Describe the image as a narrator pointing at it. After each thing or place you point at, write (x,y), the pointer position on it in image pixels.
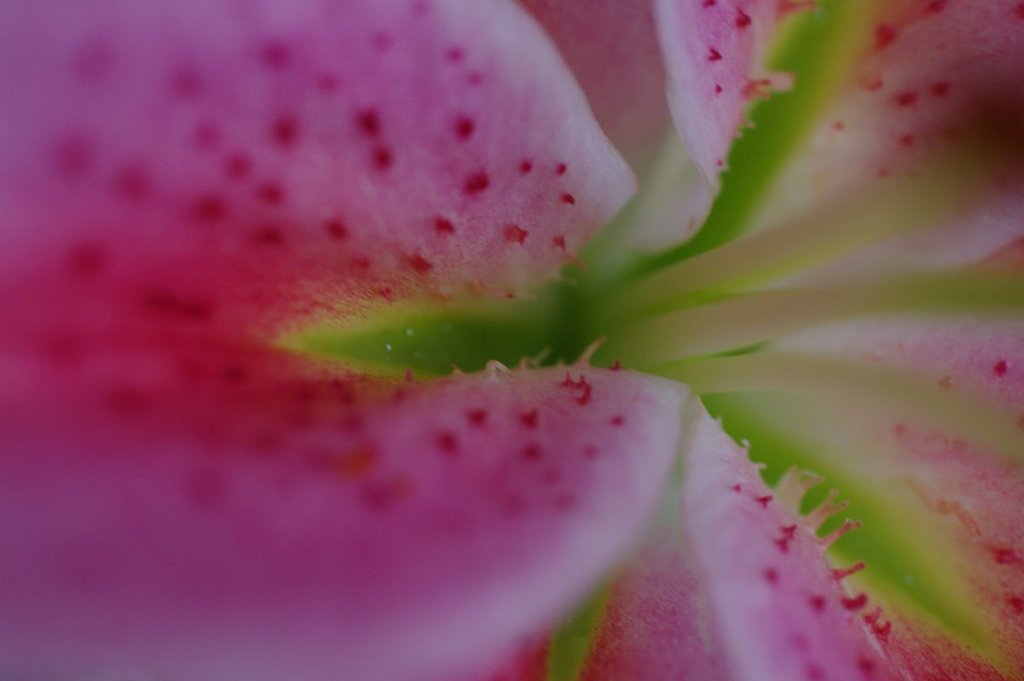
In this picture we can see a flower (214,117). We can see petals (433,638) are in pink and green color.
